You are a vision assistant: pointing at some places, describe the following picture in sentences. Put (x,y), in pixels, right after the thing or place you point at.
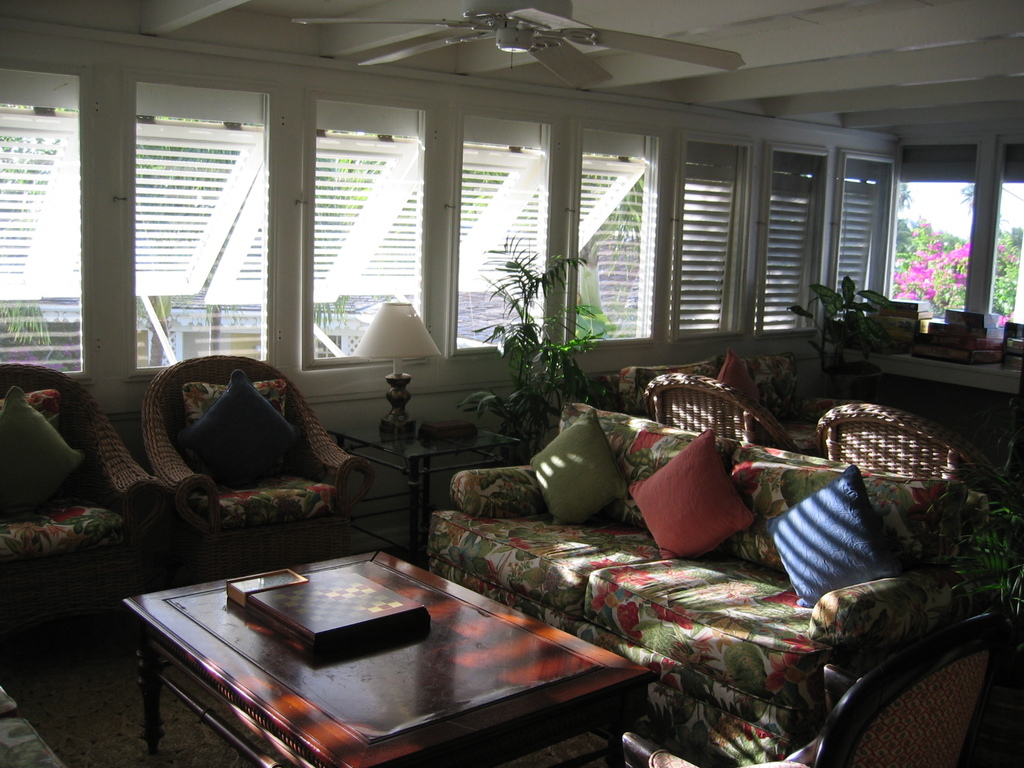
This is a picture consist of an inside view of an house (354,280) And there are sofa set (748,560) and pillow (578,511) visible, in front of the sofa set (561,597) there is a table (420,709) and, on the left side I can see a lamp (401,331) And there is a plant (536,376) beside the lamp (397,380) and there is a window (387,161) on the middle (610,257), and there is a fan (502,41) visible on the top (528,28). And there are some sofa chairs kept on the right corner (728,416) And there is a shelf (958,365) on the right side (961,367) and there are some books (900,327) kept on that shelf (951,377). And there are some trees (926,267) visible through the window (967,241) on the right side (945,269).
